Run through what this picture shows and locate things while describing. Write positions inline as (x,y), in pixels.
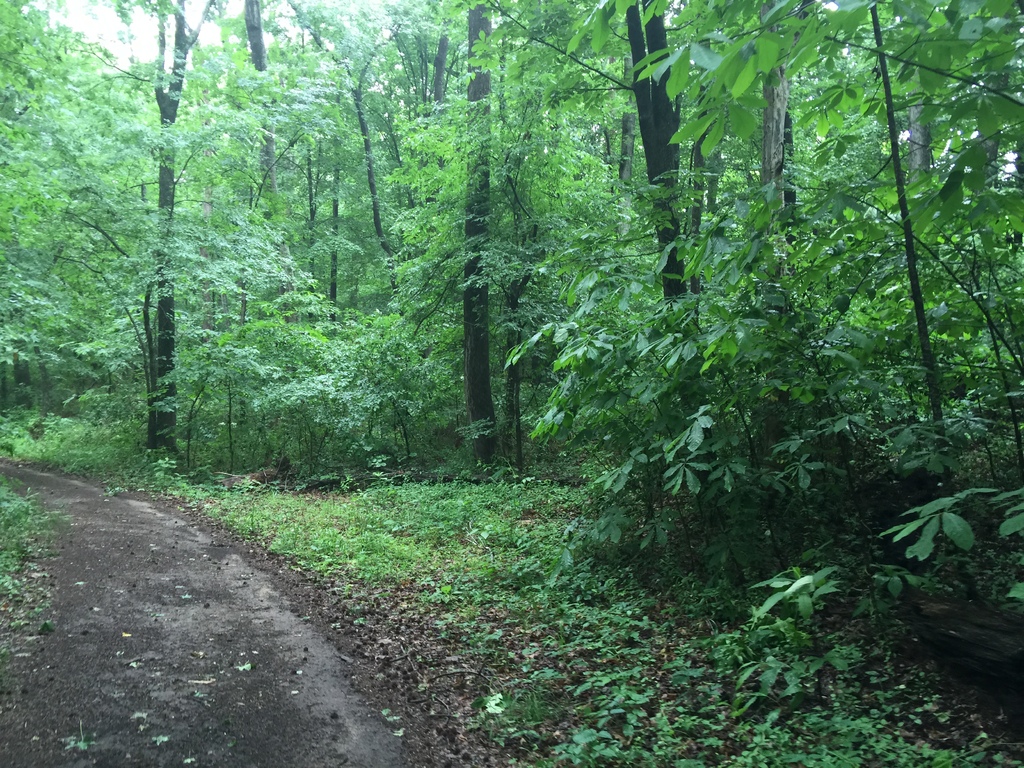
On the left side of the image (221,597) there is a road (248,622). In the background of the image (225,247) there are trees (301,184). At the bottom of the image (509,692) there is grass (395,543) on the surface (396,522).
